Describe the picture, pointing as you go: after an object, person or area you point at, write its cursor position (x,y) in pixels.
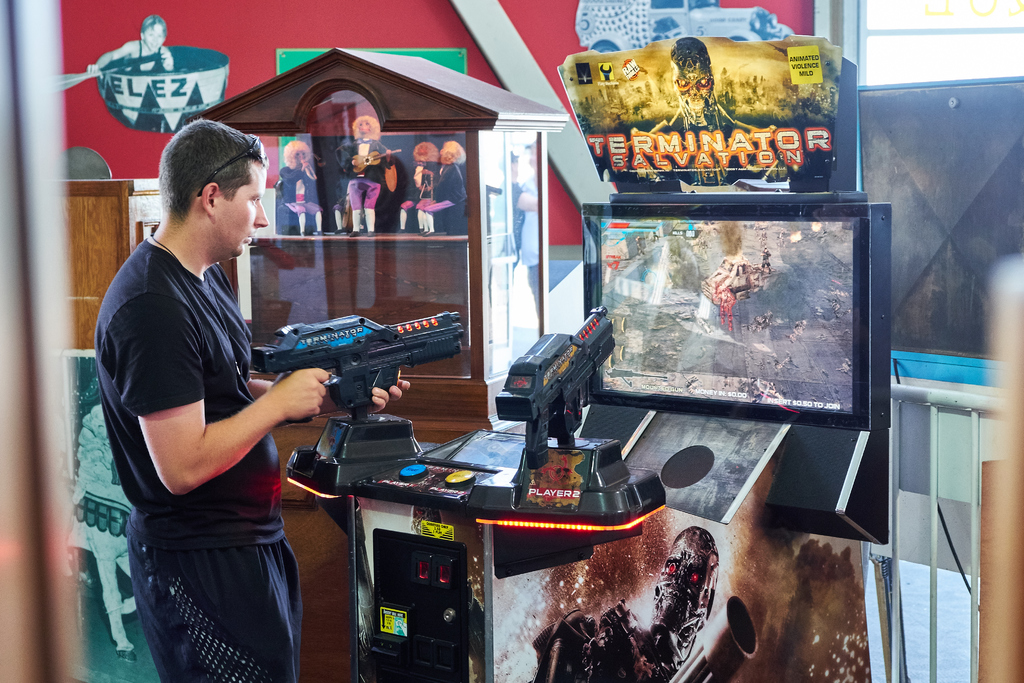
In the background (647,118) we can see a screen (643,251), posters (758,137). Here we can see a man (170,366) wearing a black t-shirt (250,353) and here we can see goggles (251,157).
